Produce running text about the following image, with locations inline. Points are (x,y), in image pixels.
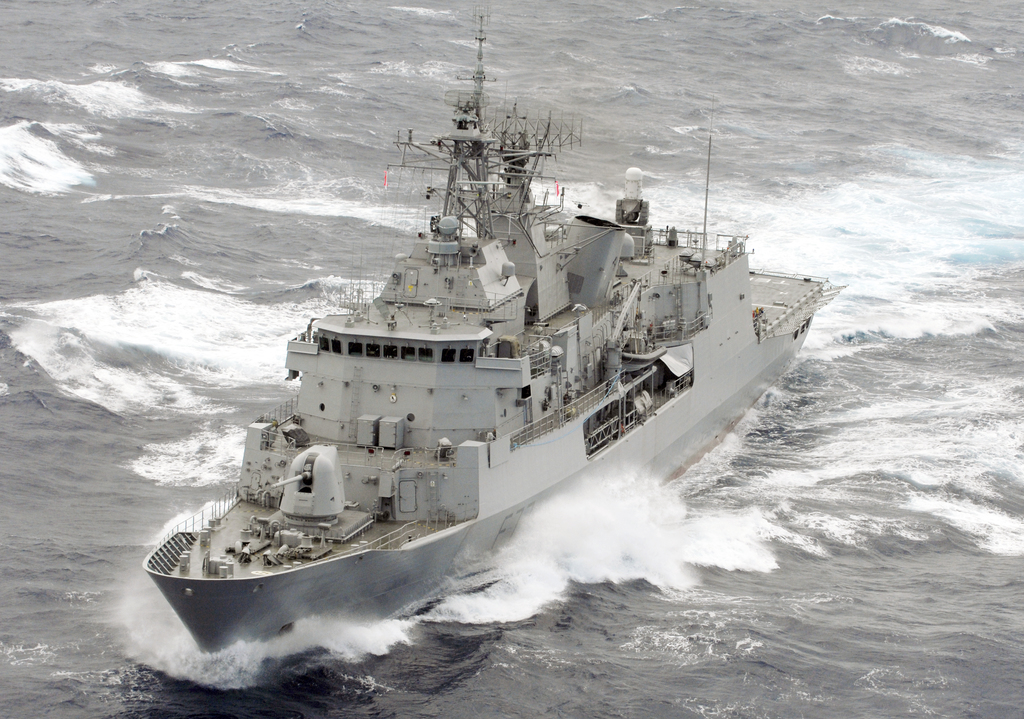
This is a colour image. In this picture we can see a ship (519,353) is present on the sea (355,266).
